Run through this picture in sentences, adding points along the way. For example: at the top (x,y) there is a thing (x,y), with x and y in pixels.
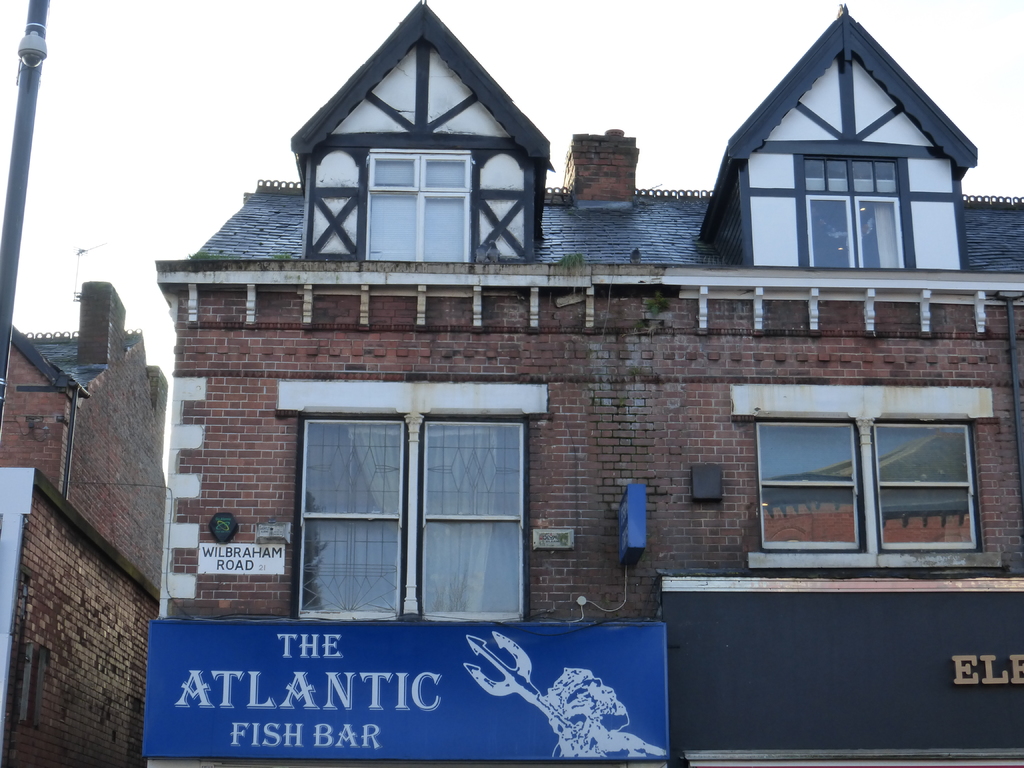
In the center of the image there is a building (953,725). To the left side of the image (0,351) there is a pole (19,117).
